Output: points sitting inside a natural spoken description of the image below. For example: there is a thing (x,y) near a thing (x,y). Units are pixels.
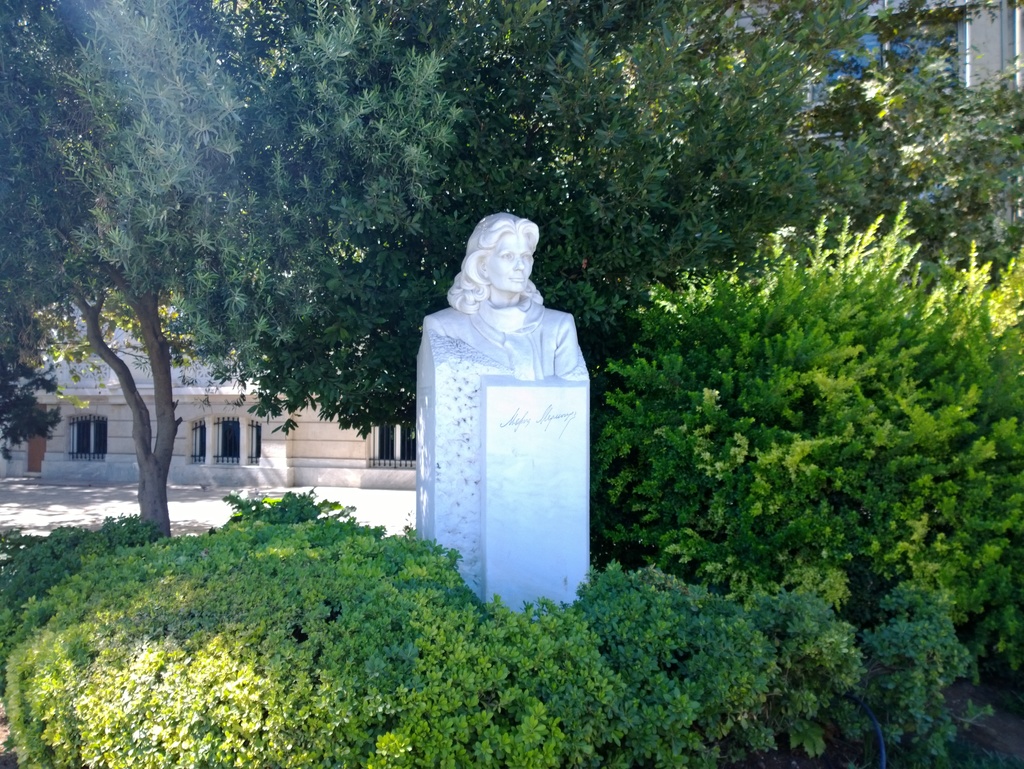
In this picture I can see statue of a woman (436,360) and buildings (980,13) in the back (832,71) and I can see trees (714,66).
